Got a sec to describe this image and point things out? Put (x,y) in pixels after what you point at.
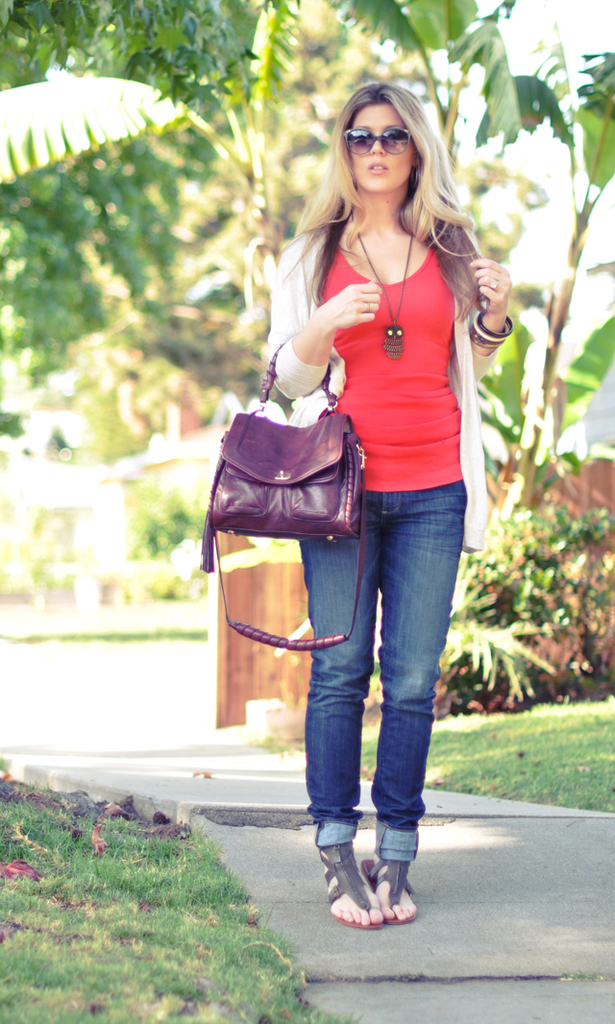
In this image there is a woman (372,545) wearing red t shirt (395,486) is standing on the road (365,804) by holding a purple color handbag (251,492) in her hands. In the background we can see trees (105,133).
